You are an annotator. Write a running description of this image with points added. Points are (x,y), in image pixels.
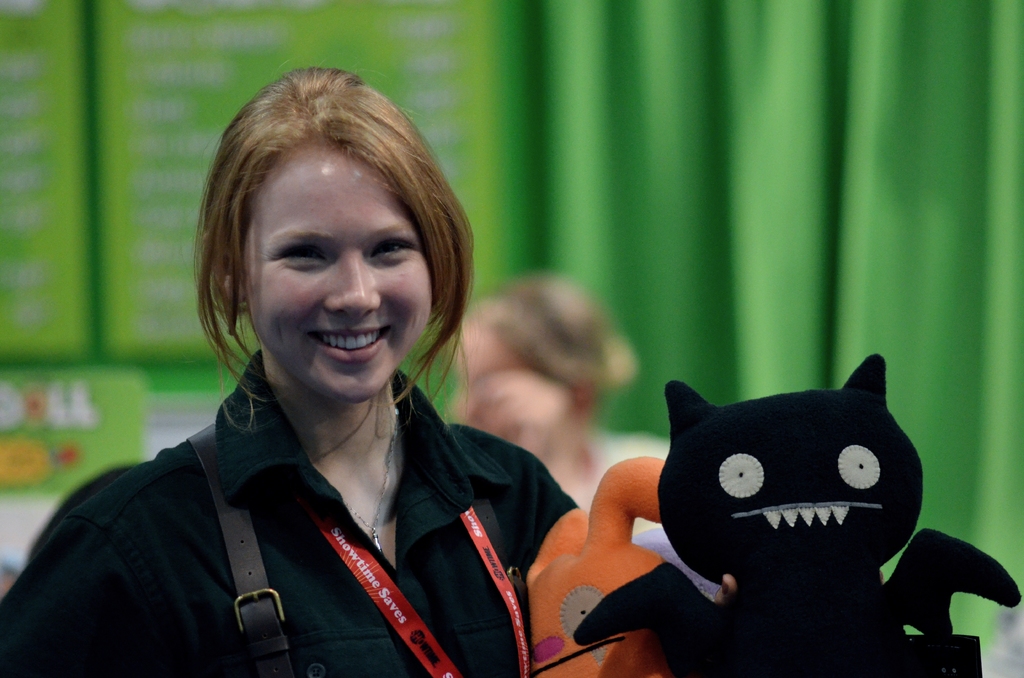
In this picture I can see a woman (326,424) is smiling. The woman (360,563) is wearing black color shirt (382,622) and holding an object (616,622). In the background (143,363) I can see green color curtain (727,158) and a person (567,322).
